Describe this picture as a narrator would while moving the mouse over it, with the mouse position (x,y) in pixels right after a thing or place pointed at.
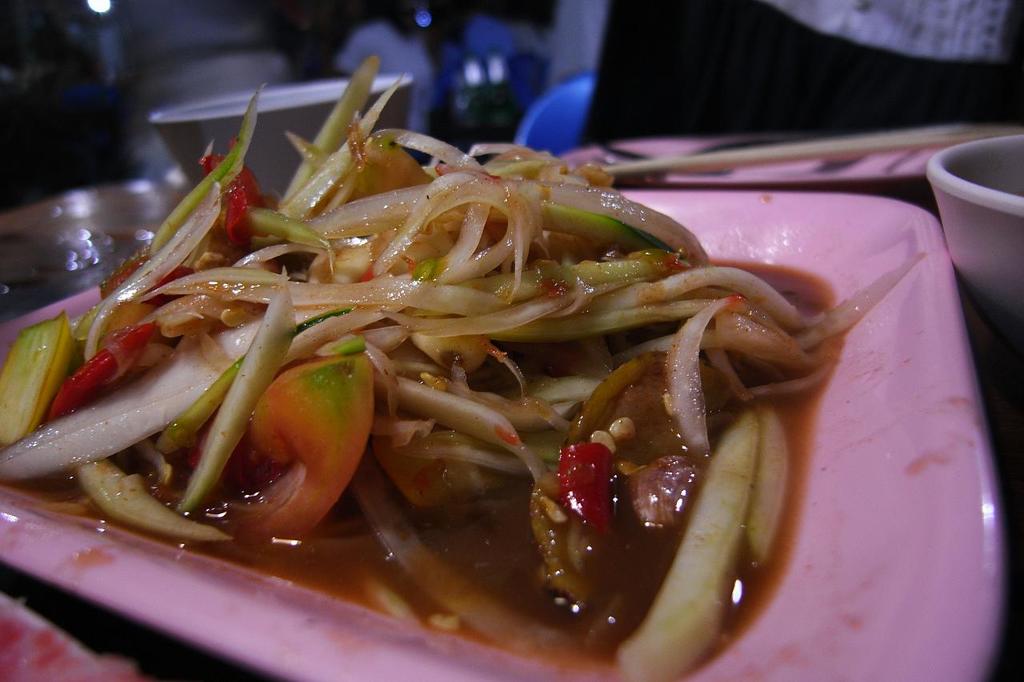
In the center of the image (521,382) we can see plates (727,170), bowls (403,101), some food items (542,354) and some objects (982,130). In the background (787,127), we can see it is blurred.
